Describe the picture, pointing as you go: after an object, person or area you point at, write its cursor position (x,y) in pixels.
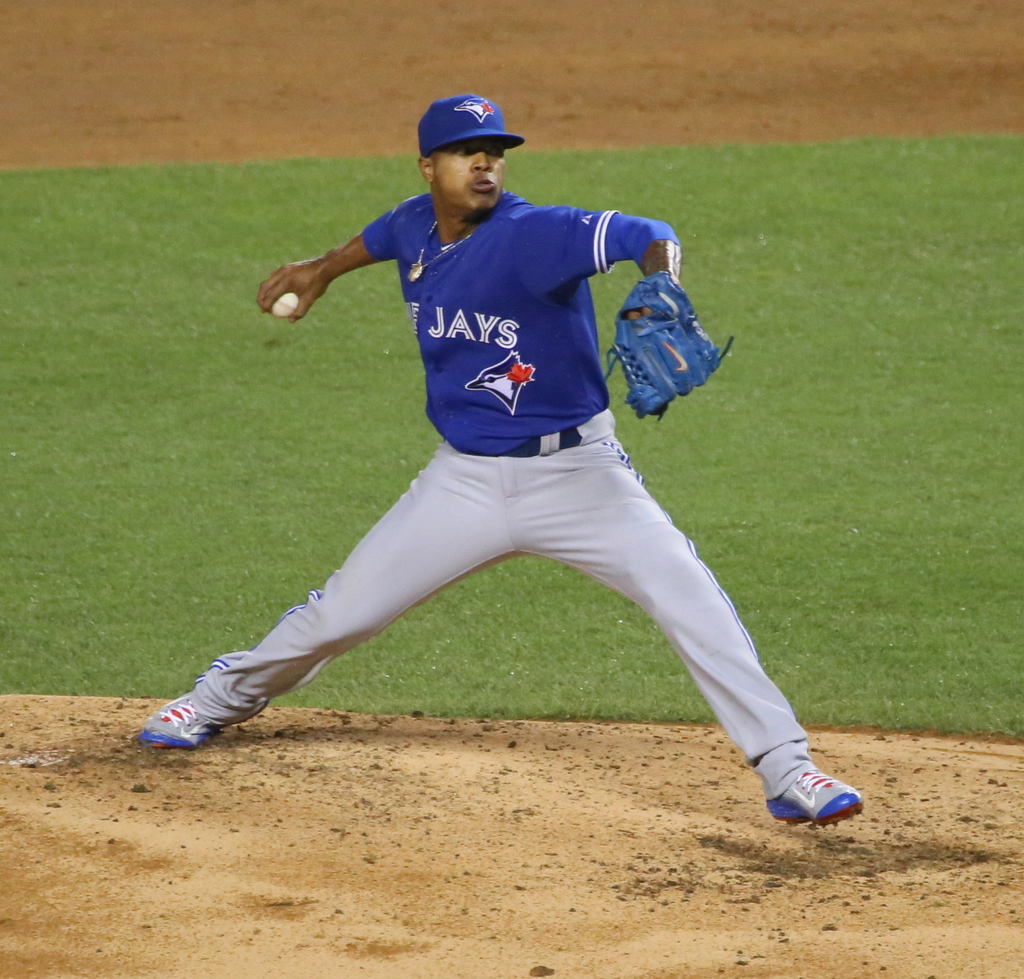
In the image there is a player (582,403) standing in a position of throwing a ball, behind the player (430,114) there is a grass surface (691,224).
